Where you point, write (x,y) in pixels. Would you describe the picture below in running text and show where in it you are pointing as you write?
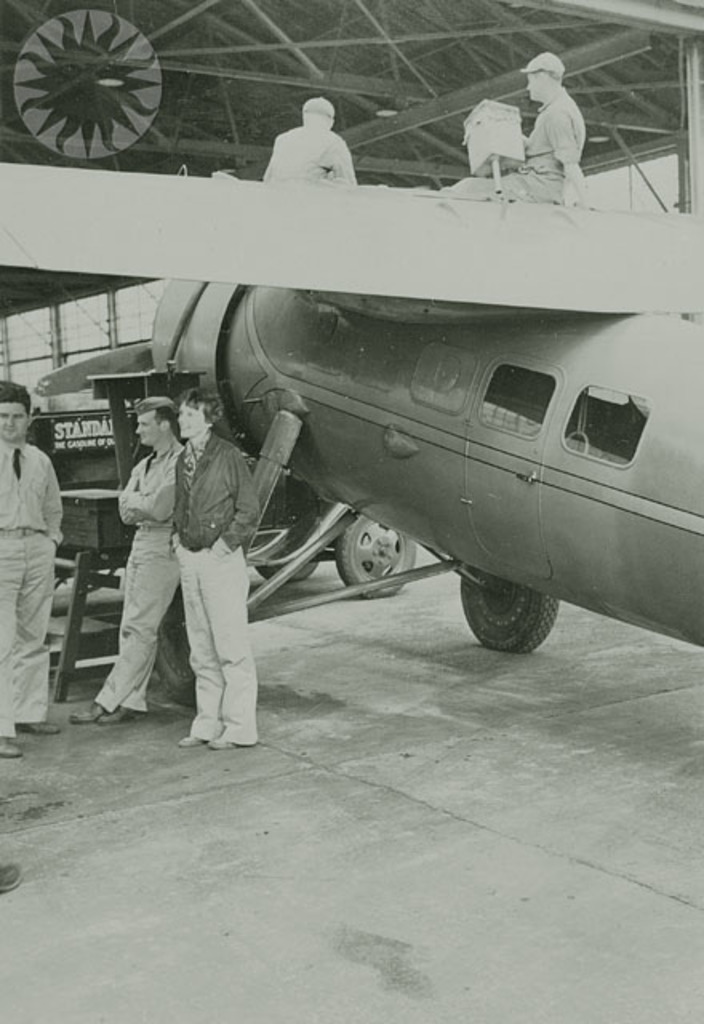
This image consists of many people (146,421). And there is a propeller plane (455,390). At the bottom (258,858), there is a floor (216,871). It looks like a black and white image.
